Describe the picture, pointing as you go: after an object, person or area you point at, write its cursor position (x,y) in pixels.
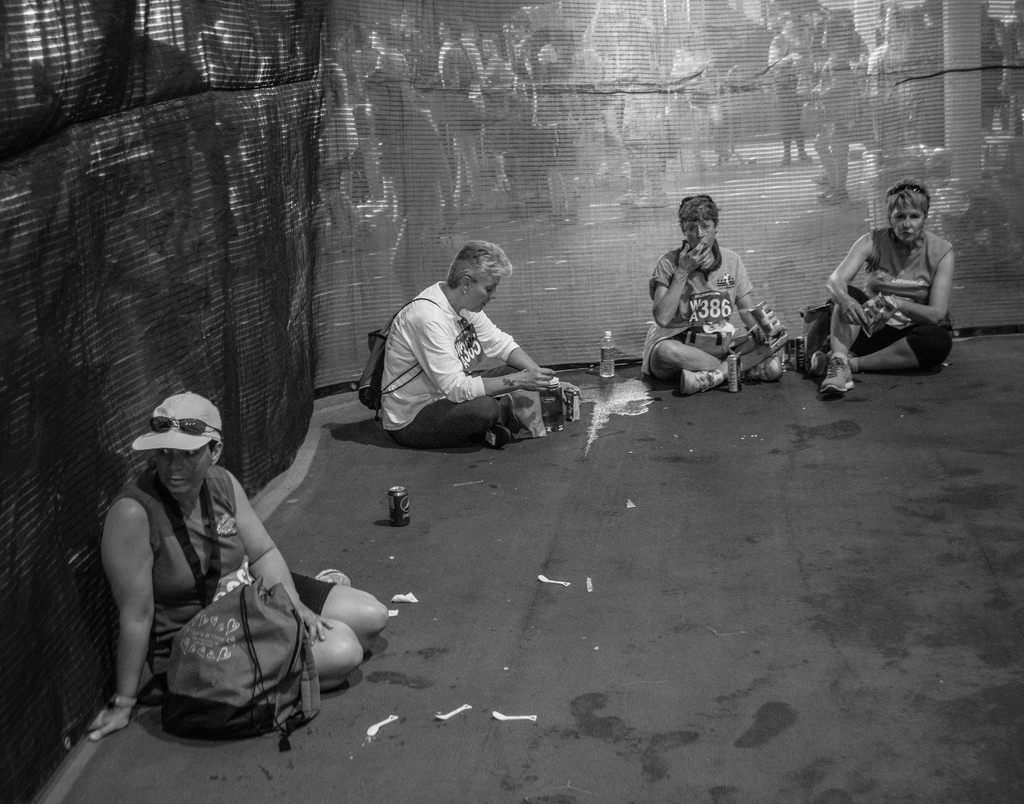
In this picture I see 4 persons (883,358) who are sitting in front (691,349) and I see few things (737,372) beside them and in the background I see number of people (400,179) and I see that this is a black and white image.
